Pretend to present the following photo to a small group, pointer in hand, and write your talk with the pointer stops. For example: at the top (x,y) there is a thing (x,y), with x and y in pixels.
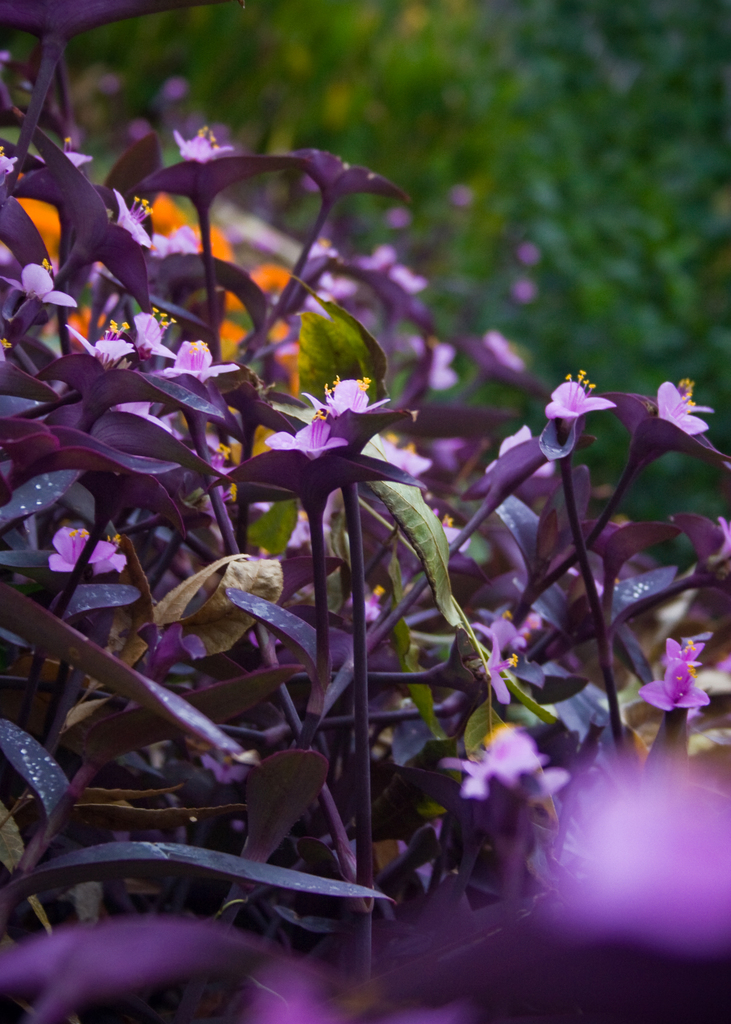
In this picture we can see a few violet color flowers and leaves (579,428). Background (724,331) is blurry.
